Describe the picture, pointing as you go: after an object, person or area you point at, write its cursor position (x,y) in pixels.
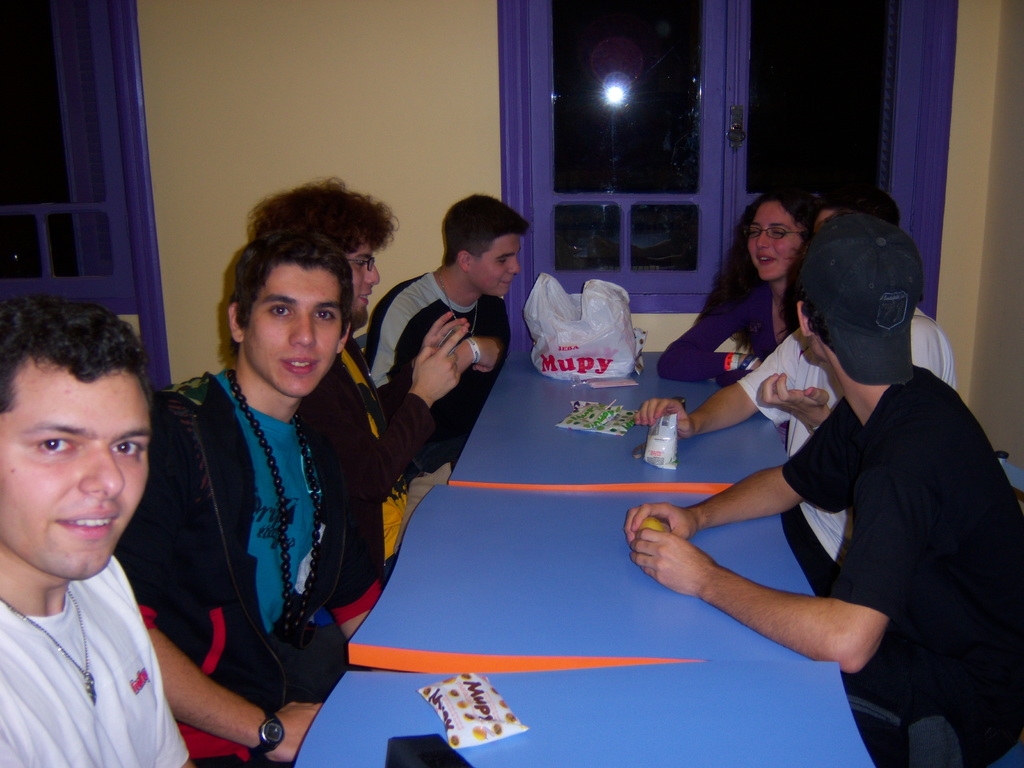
In this picture we can see some persons (489,207) sitting on chair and in front of them there is table (655,502) and on table (526,541) we can see some packets (577,403), plastic cover (580,355) and the background (722,2) we can see windows (575,130), wall (344,102).
